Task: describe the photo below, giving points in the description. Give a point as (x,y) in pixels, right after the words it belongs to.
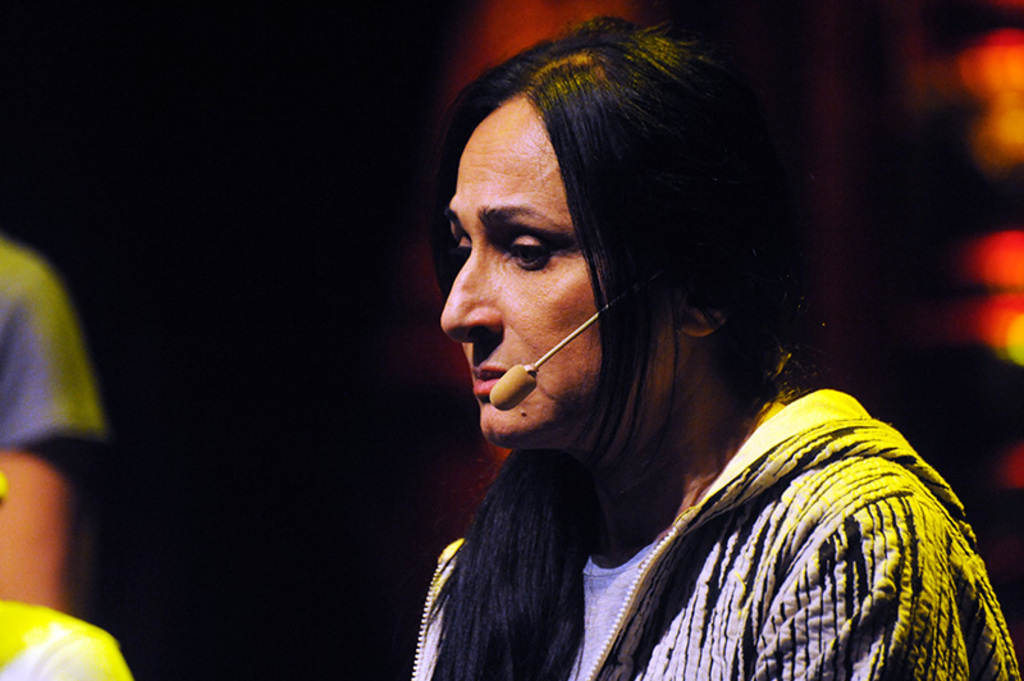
There is a woman (711,264), wearing a mic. On the left side (38,596), there are two persons (60,628). And the background (302,598) is dark in color.
